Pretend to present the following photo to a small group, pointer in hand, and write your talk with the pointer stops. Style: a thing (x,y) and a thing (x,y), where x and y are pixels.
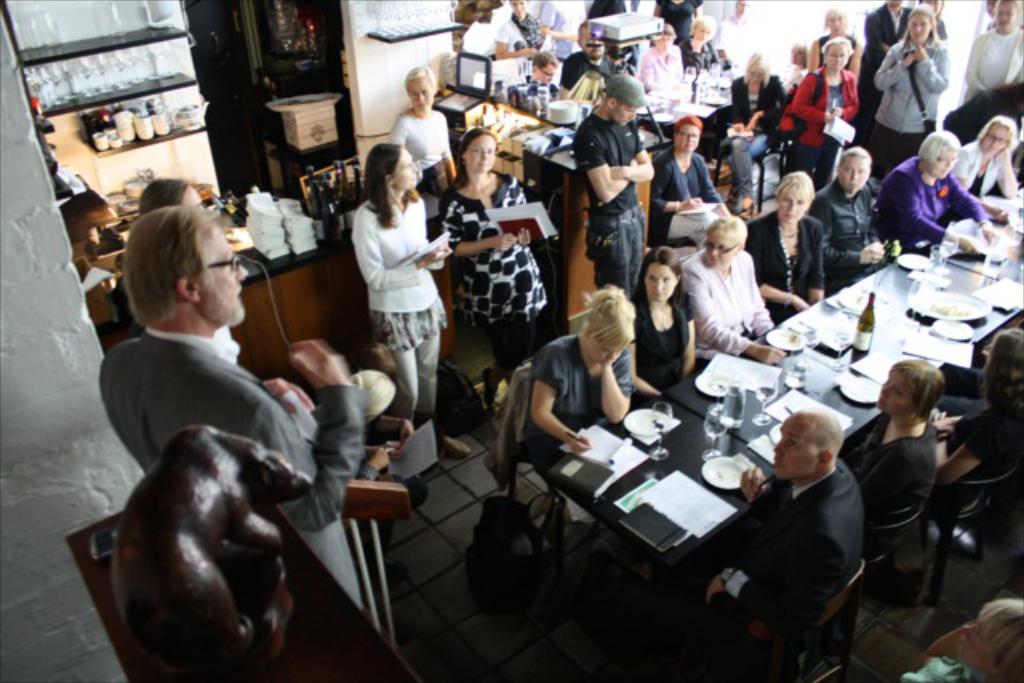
In this image there is a group of persons (928,391) sitting on the chairs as we can see on the right side of this image (703,321). There is a table (644,468) and there are some paper (876,353) and some bottles (863,328) and glasses (715,428) are kept on it. There are some persons (807,118) standing in the background (869,47). There are some persons (231,274) standing on the left side of this image (259,398) as well. there is a wall (351,55) in the background (375,62). There are some bottles (94,124) kept on a shelf (131,93) as we can see on the top left corner of this image (131,93). There are some bags (503,515) kept on the floor (449,523) as we can see in the middle of this image (461,407).
